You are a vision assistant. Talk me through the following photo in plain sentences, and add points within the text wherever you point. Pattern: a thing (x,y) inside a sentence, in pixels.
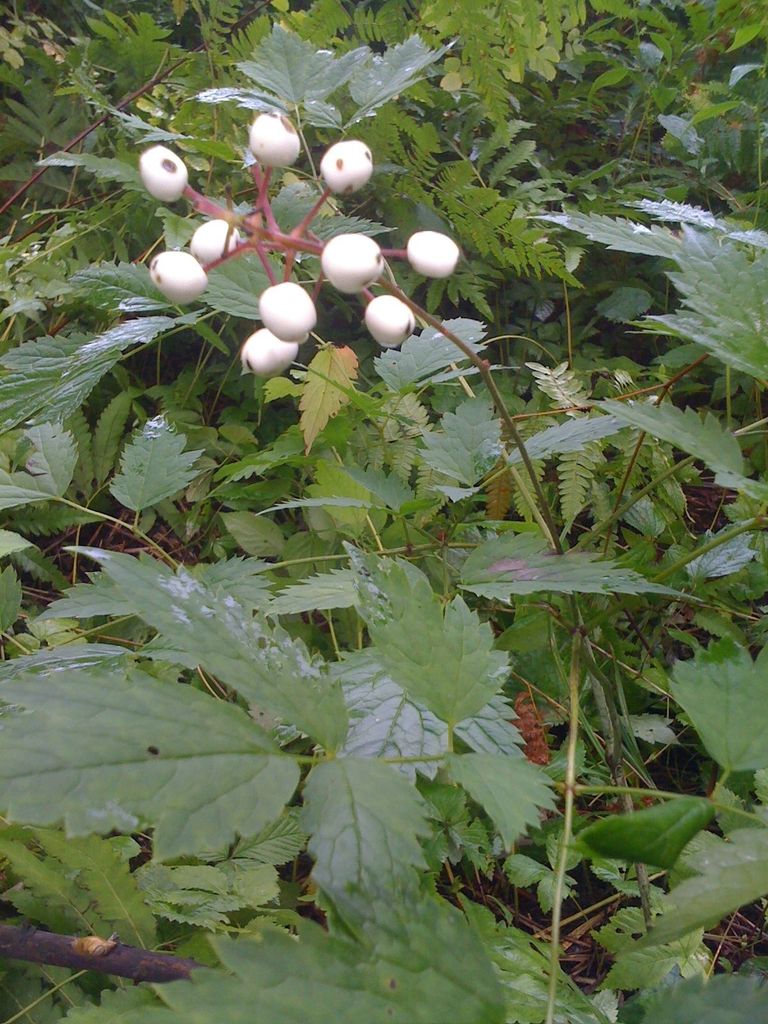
In this image I can see number of green colour leaves (568,161) and few white colour things (263,131) on the top side of the image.
